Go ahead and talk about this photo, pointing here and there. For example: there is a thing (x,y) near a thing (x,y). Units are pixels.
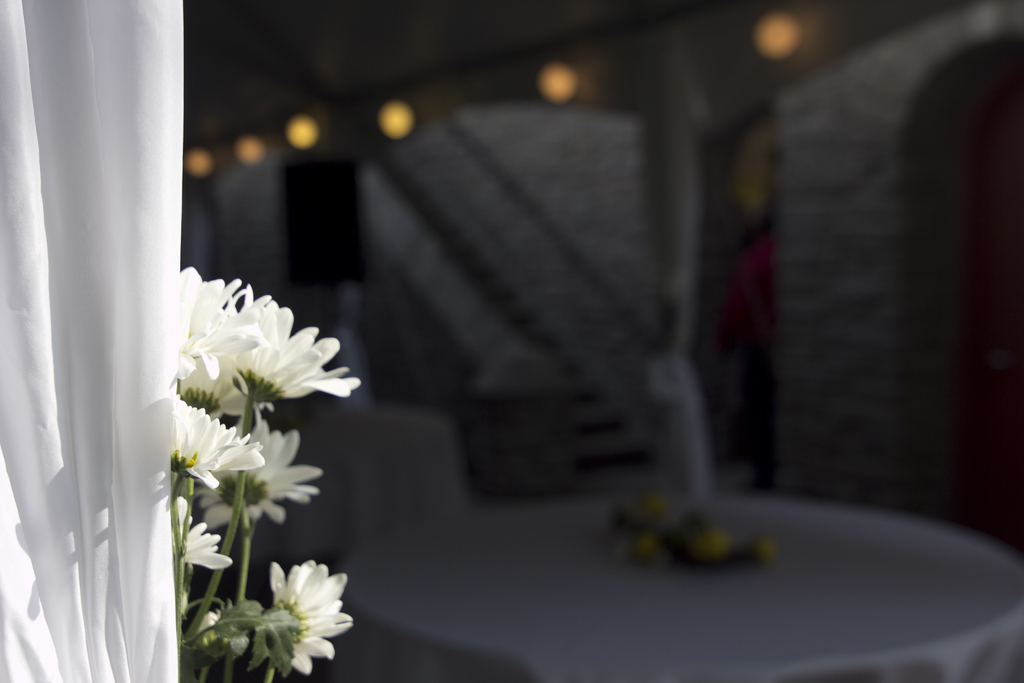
In this image we can see some flowers (325,607) on the left side of the image (327,633) and there is a cloth (168,453). We can see a table (710,636) with some objects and there are some lights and the image is blurred on the right side (741,415).
